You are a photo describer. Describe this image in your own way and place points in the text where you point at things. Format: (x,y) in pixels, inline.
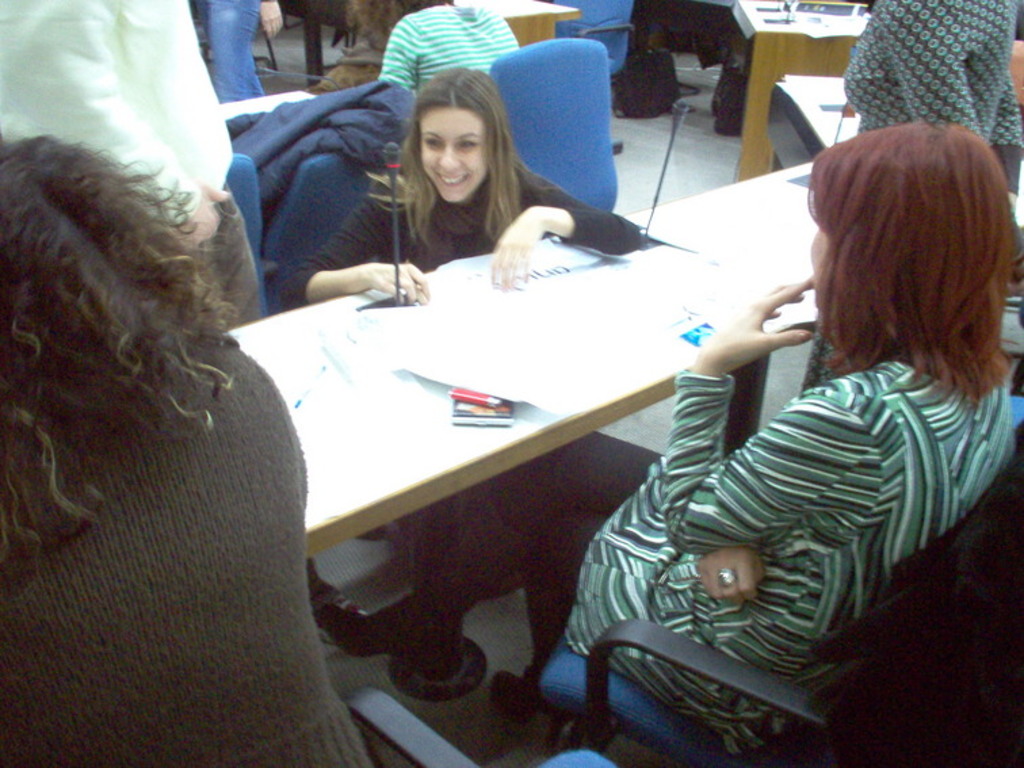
In this picture we can see persons (326,284) sitting on chairs (581,186) in front of a table (731,266) and on the table (352,464) we can see mikes (394,214), paper (570,350). This is a floor (684,135) and on the floor (690,98) we can see bags (628,68) and few persons (160,90) standing.
